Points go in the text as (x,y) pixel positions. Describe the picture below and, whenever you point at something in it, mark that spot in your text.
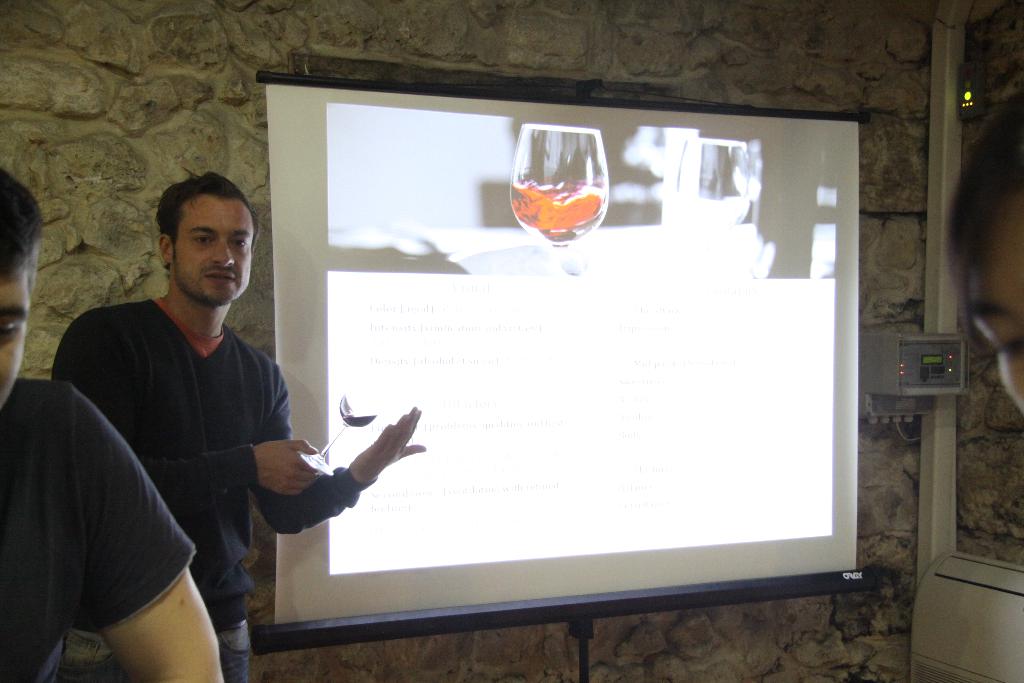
In the picture I can see two men (88,499) are standing on the ground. Here I can see a projector screen (583,411). On the screen (583,411) I can see a glass (557,200) and some other things (573,365) are displaying on it. The projector screen (546,377) is attached to a stand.
